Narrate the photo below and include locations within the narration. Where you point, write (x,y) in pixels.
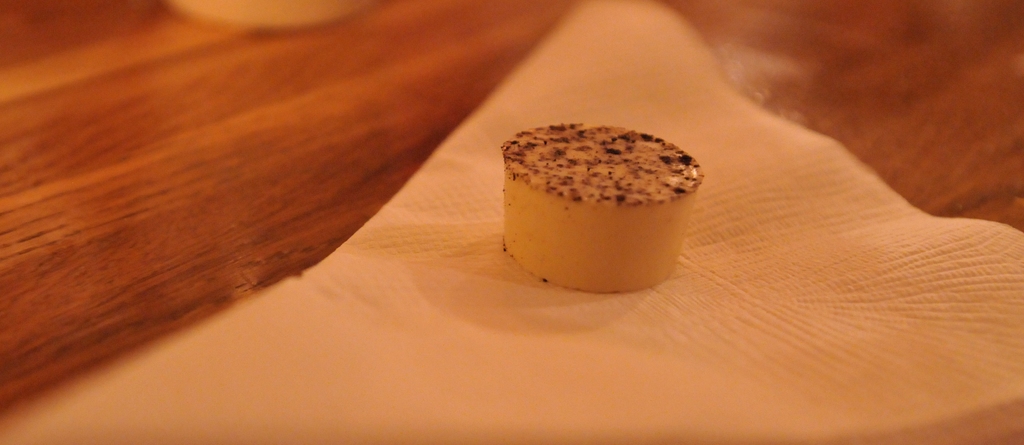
This picture shows some food (639,237) on the napkin (370,262) on the table (283,155).
